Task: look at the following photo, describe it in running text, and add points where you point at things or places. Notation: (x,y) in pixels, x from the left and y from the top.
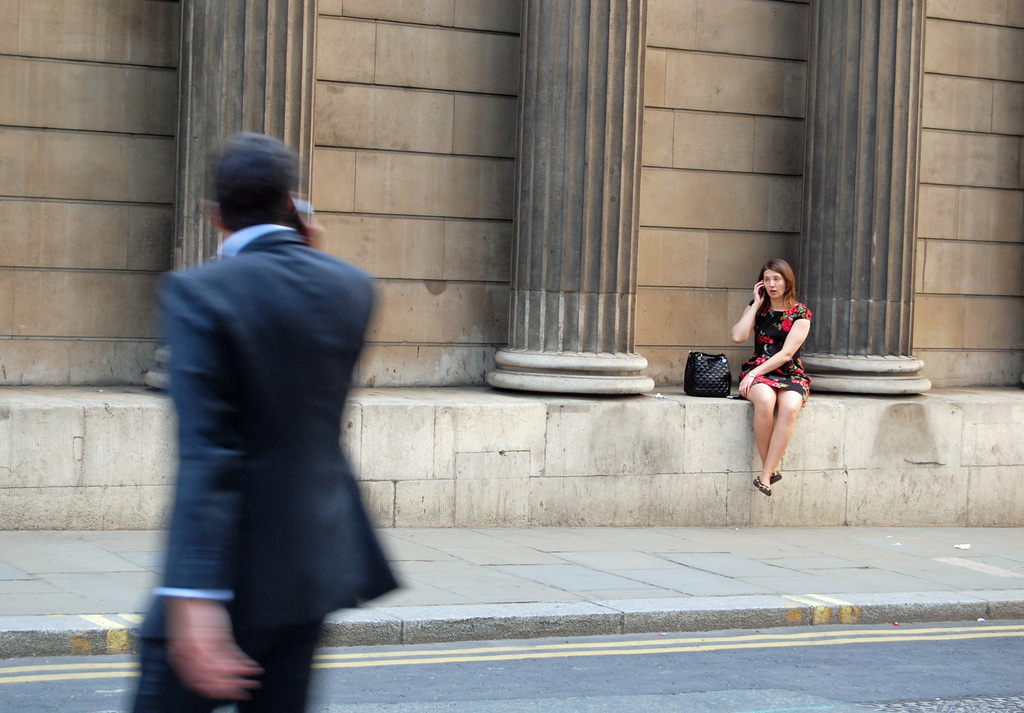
This is the woman (770,390) holding a mobile phone (766,294) and sitting on the wall (685,410). This looks like a handbag (719,379), which is black in color. I can see a person (250,376) holding a mobile phone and walking. He wore a suit (243,557), shirt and trouser (273,701). These are the pillars (616,98). This looks like a building wall (428,138).
